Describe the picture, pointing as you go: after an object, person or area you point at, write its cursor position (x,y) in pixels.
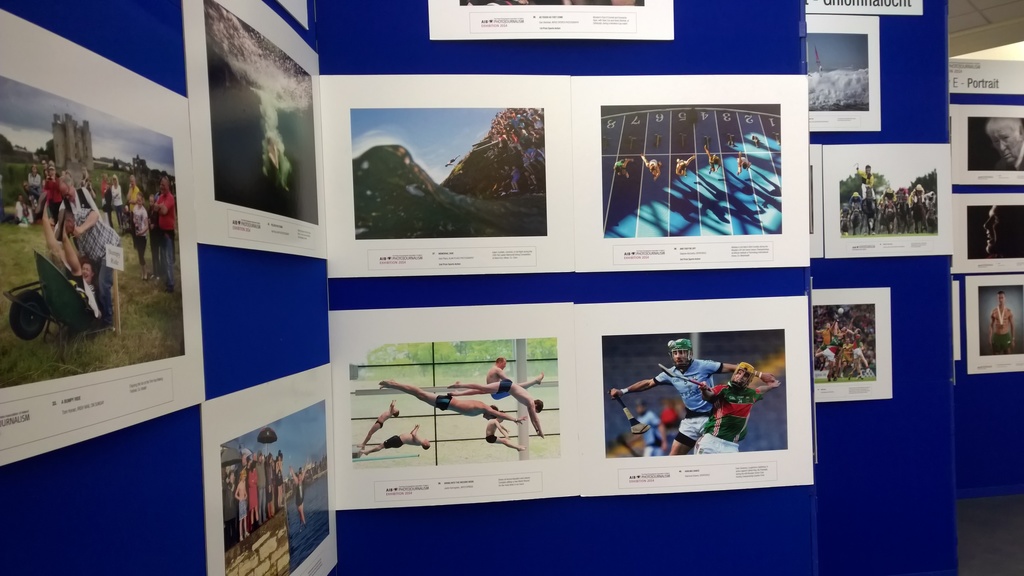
In this image I can see many photographs (390,328) attached to the blue color surface (547,518). In the photographs (156,240) I can see many people (459,401), mountains (472,188), water (482,199) and the sky (424,152).
